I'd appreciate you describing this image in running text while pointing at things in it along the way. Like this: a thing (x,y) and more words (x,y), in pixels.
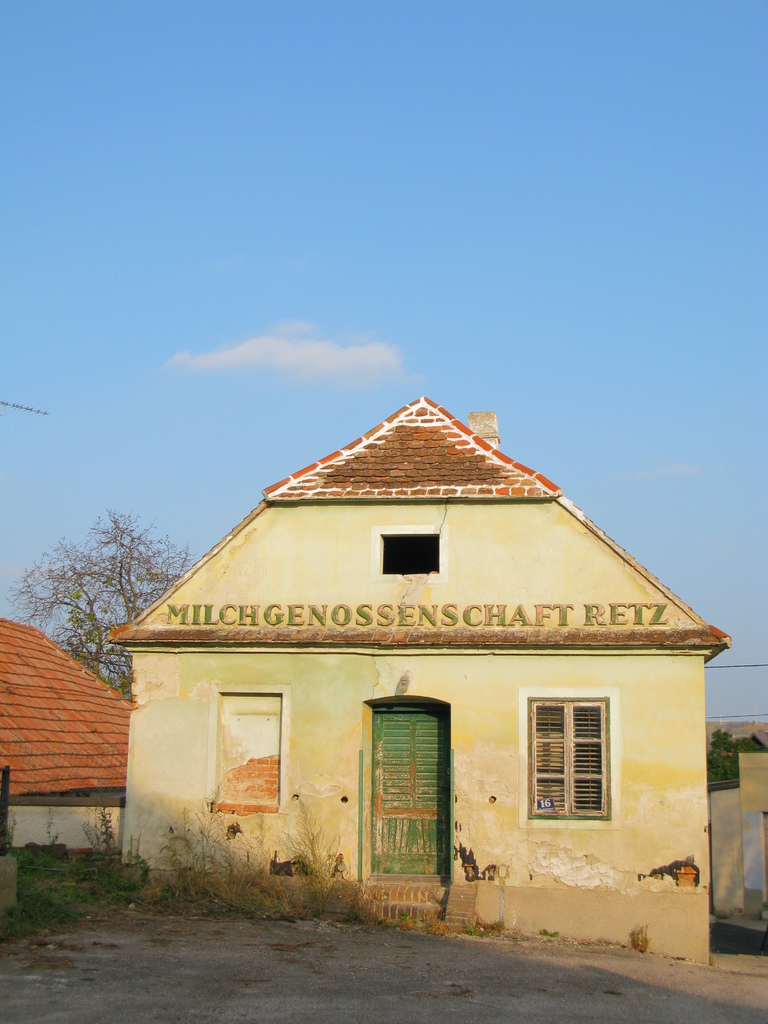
In this image we can see a house (487,594), grass (252,907), tree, wires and the sky (762,600) with clouds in the background (460,330).
